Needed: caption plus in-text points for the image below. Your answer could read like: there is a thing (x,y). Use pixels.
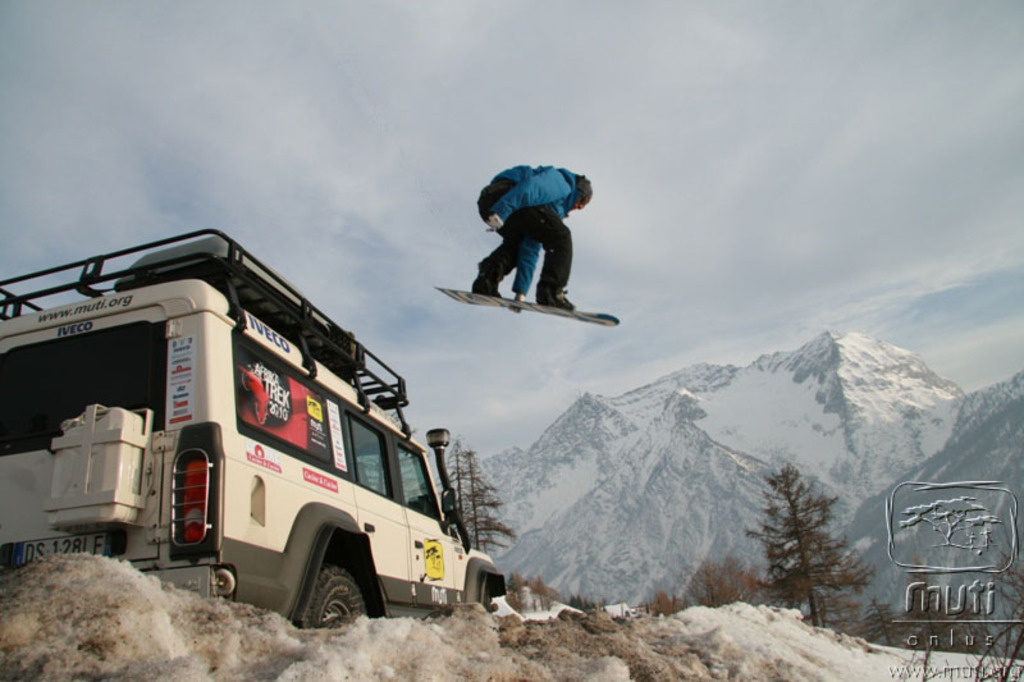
In this picture we can see a jeep (364,510) on the left side (294,507), at the bottom (810,650) there is snow (763,650), we can see a person (521,257) is snowboarding in the middle (531,245), in the background (755,381) we can see some trees (772,567) and a mountain (750,513), there is the sky (662,71) and clouds (662,71) at the top of the picture (770,106), at the right bottom (951,636) there is some text (949,630).
